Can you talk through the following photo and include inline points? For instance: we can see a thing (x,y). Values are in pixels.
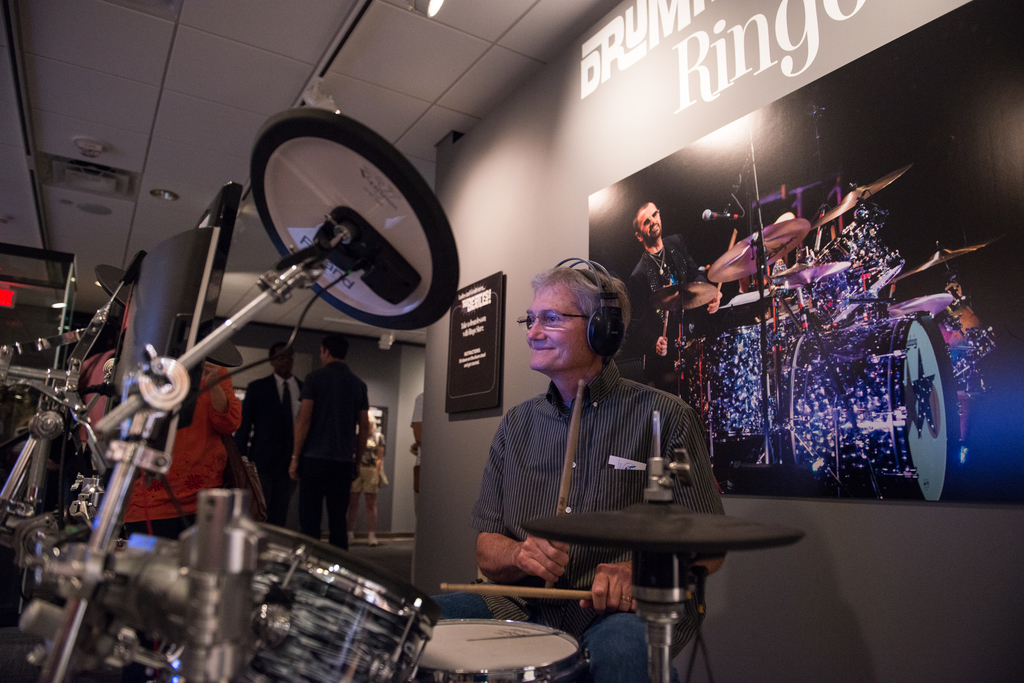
This image consists of so many musical instruments (152,427). There is a board (755,292) on the right side (785,381). There are some persons (327,417) in the middle (350,417). One of them is playing drums (239,565). There are lights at the top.
